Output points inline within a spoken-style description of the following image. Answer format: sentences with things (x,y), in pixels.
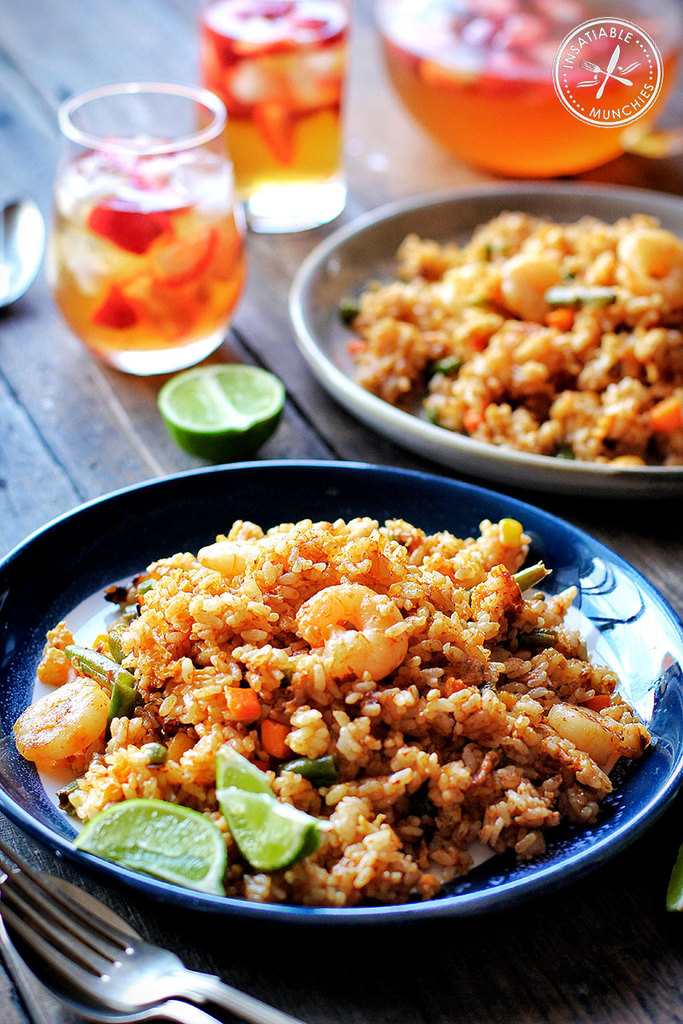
The picture consists of different dishes (402,507), glasses (199,192), jar (460,104), spoons (3,291), lemons (206,407) placed on a wooden table (96,13).
